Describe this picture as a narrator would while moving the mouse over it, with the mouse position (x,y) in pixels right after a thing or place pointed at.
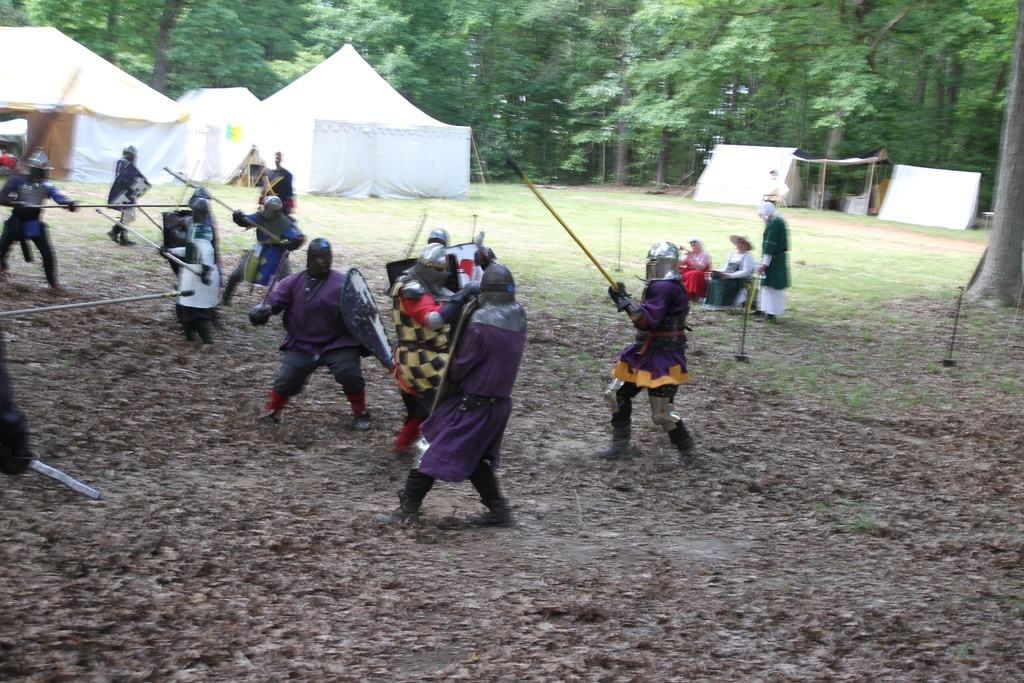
In this image, I can see groups of people (270,253) in warrior costumes (410,347) and holding the sticks (164,249). I can see two persons (730,275) sitting. In the background (944,200) there are tents (440,151) and trees (626,47).
